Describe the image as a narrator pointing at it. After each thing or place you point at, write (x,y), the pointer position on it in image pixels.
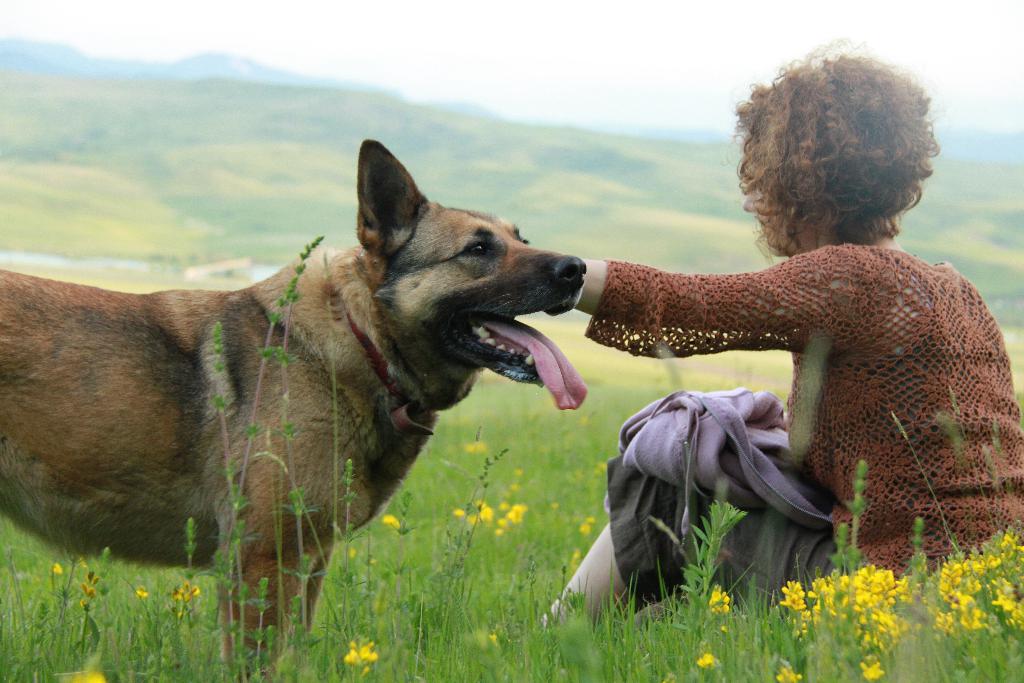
In the middle of the image (681,335) a person (793,163) is sitting on the grass (514,547). Bottom left side of the image (248,520) there is a dog (400,192). Top left side of the image (234,130) there is a hill (464,162). Top right side of the image (709,67) there is a sky (420,27) and clouds (341,55).
